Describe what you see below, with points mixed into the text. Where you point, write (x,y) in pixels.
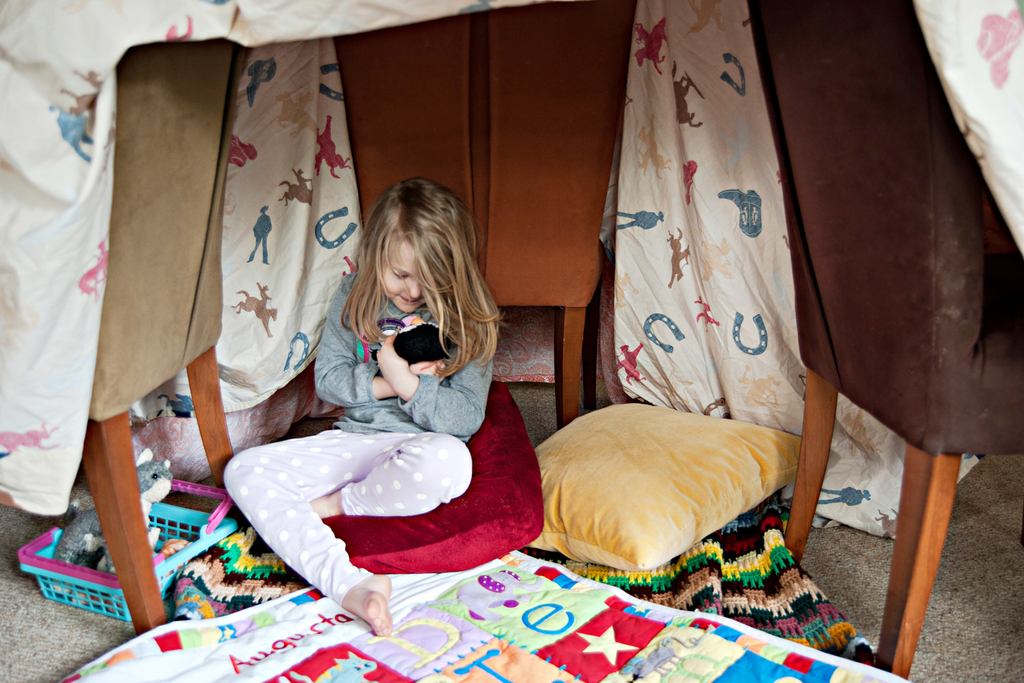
In this picture I can see a girl (395,500) sitting on the pillow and holding a toy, there are carpets (577,580), a pillow (693,461), cloths (765,183), chairs (501,213), toys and a tray (201,522).
